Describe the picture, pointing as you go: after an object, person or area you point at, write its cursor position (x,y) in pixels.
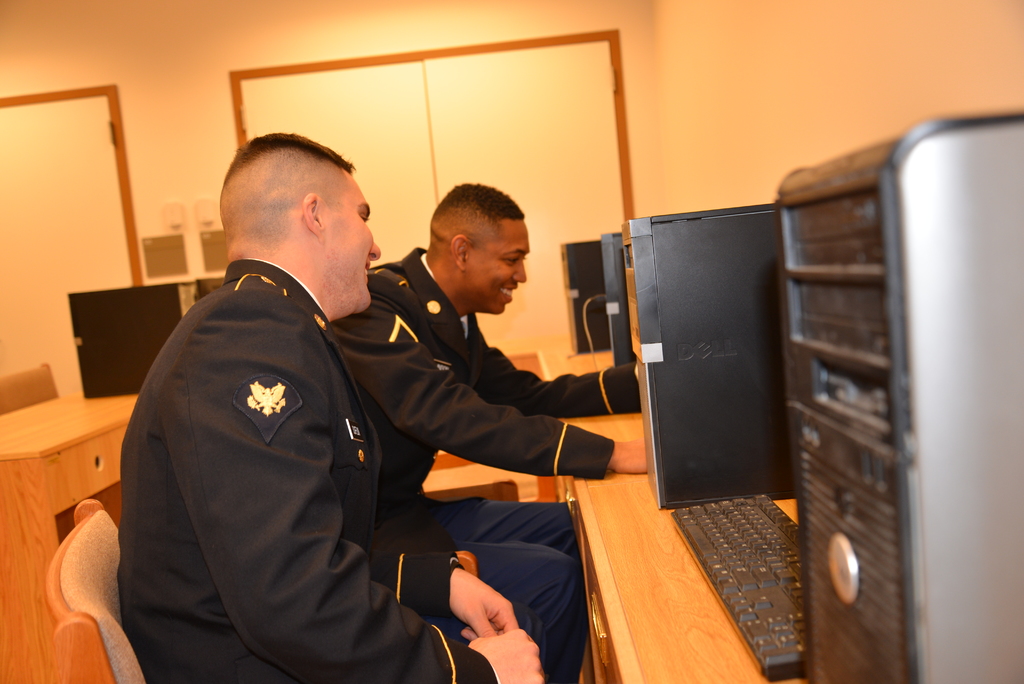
In this image I can see two persons (391,421) are sitting on the chairs (73,654) in front of a table (685,585) on which I can see CPUs (866,527) and a keyboard (717,568). In the background (801,29) I can see a wall (414,23), tables (16,479), some objects (119,340) and doors (411,78). This image is taken may be in a hall (300,123).
